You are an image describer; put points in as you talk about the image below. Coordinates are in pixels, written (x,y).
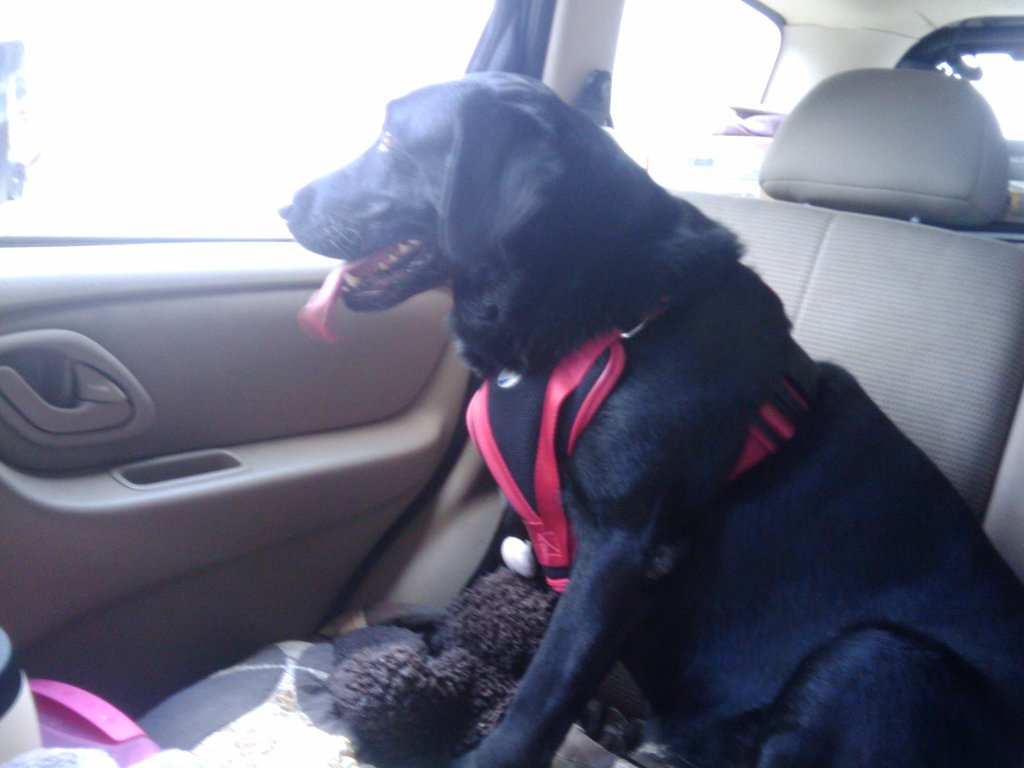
There is a black dog (658,404) and a red belt (554,454) is attached to it sitting in the car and looking through the window (154,123).
